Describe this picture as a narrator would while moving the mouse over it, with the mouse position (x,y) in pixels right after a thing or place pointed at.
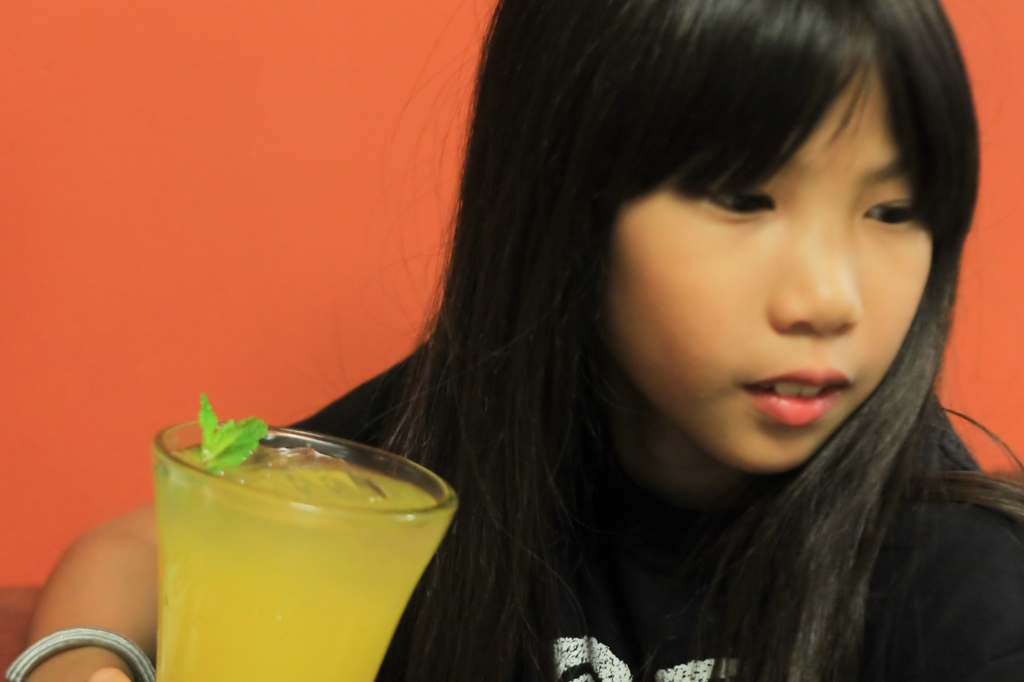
In this picture I can see a girl (691,315), there is a glass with liquid (184,588), and there is an orange color background (243,67).
